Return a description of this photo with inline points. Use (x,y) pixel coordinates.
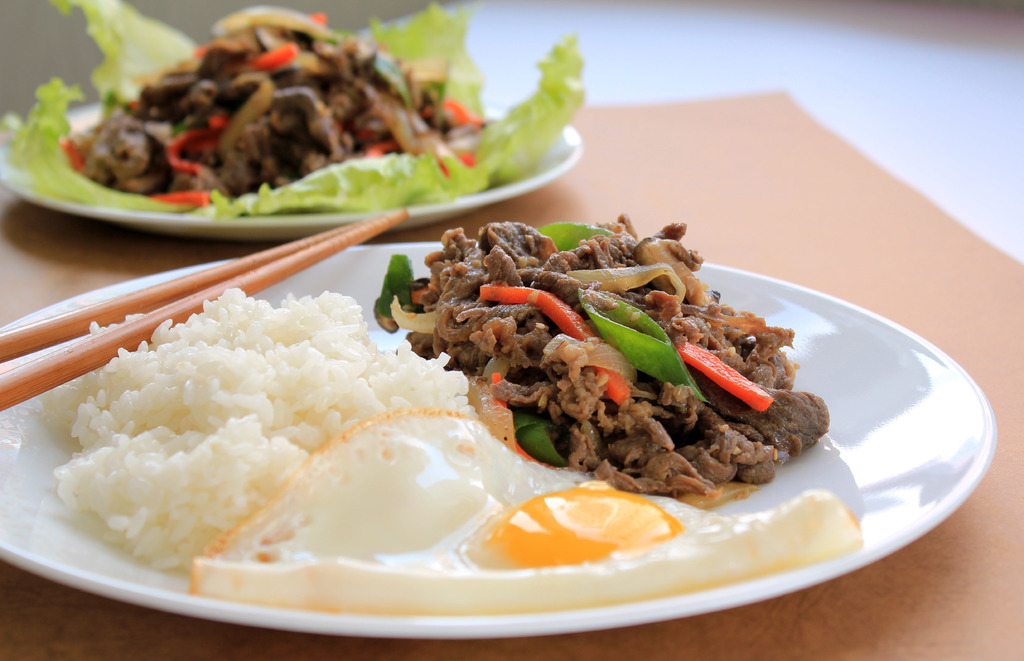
This image consists of food (310,194) which is on the white colour plates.
